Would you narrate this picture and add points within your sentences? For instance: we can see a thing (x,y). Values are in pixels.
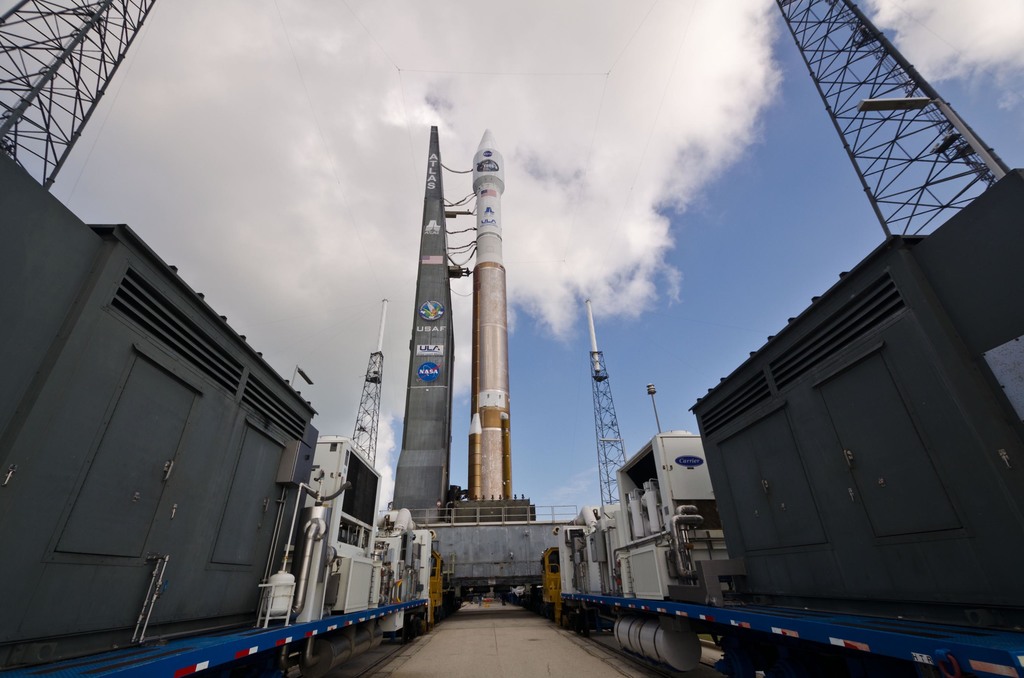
In this image, there are a few containers (857,542) and towers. We can also see a rocket (484,258) and an object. We can see the ground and the sky (639,227) with clouds (631,232).
